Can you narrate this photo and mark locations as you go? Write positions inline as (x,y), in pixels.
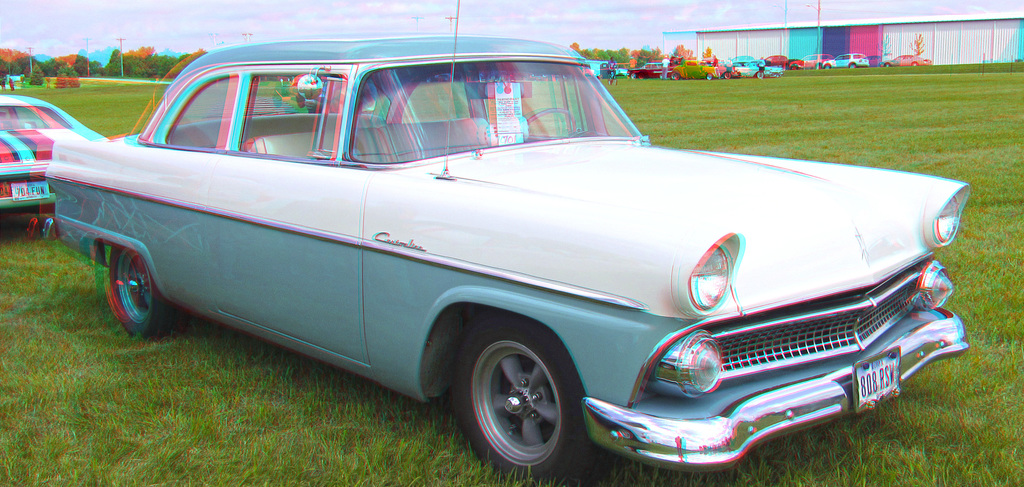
It is a car (565,357) on the grass (288,485), on the right side (1014,48) there is an iron sheet shed (850,41). At the top (398,13) it is the sky (404,32).
